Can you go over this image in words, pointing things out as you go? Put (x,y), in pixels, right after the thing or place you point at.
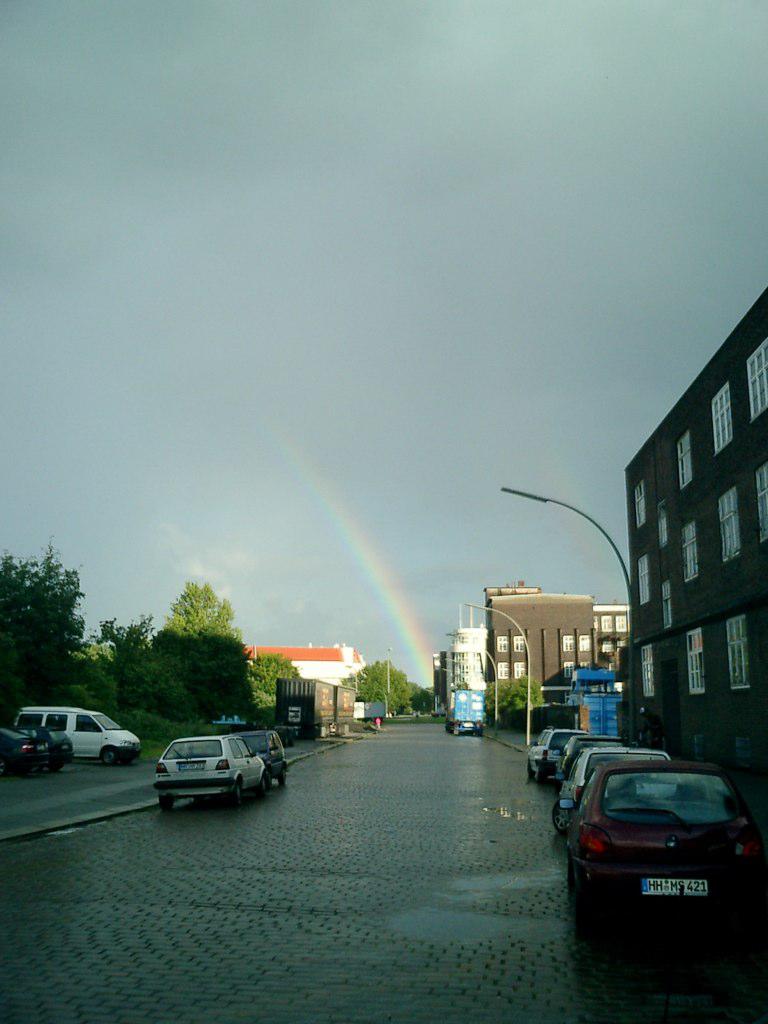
In this image we can see there is a road (390,740) and a sidewalk (48,809). And on the road (405,784) there are cars (592,743) and truck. And at the side there are buildings (345,646), Trees (413,702) and a light pole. And at the top (270,313) there is a sky (221,139) with rainbow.
